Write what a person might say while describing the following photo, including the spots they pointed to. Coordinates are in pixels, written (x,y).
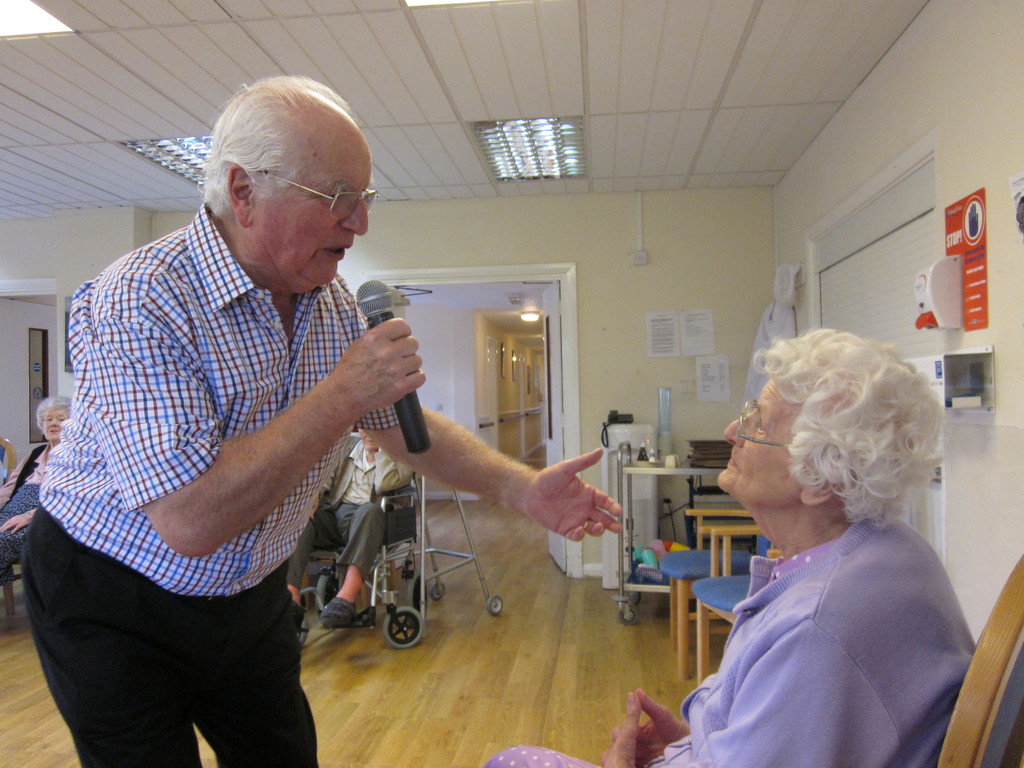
This picture is clicked inside the room (922,523). On the right (818,506) we can see a person (807,670) sitting on the chair (965,689). On the left (208,246) there is a man (313,361) holding a microphone (381,319), wearing shirt (178,402), standing and seems to be talking. At the top (417,97) there is a roof (485,183). In the background (630,316) we can see the wall (578,323), light (526,316), doors (549,344), text (671,331) on the posters (957,242) which are attached to the wall (679,396) and we can see the chairs (702,519), table (631,465) containing some objects (651,462) and we can see a telephone (622,422) placed on the top of an object (617,445) and we can see a person (369,517) sitting on the wheelchair (417,576) and we can see a person (20,479) seems to be sitting on the chair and we can see many other objects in the background (970,307).
